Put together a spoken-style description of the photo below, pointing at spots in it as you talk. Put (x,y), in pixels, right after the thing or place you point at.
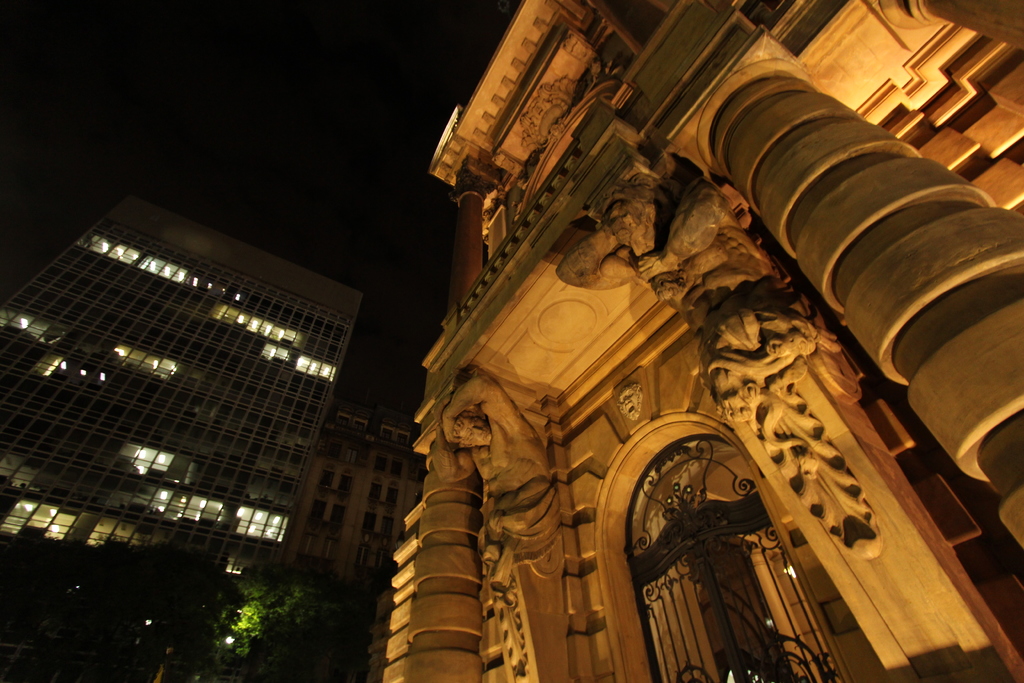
In this image we can see statues (704,264) on the building (645,359), grilled gate (706,519), buildings (329,491), trees (128,597) and sky (190,165).
